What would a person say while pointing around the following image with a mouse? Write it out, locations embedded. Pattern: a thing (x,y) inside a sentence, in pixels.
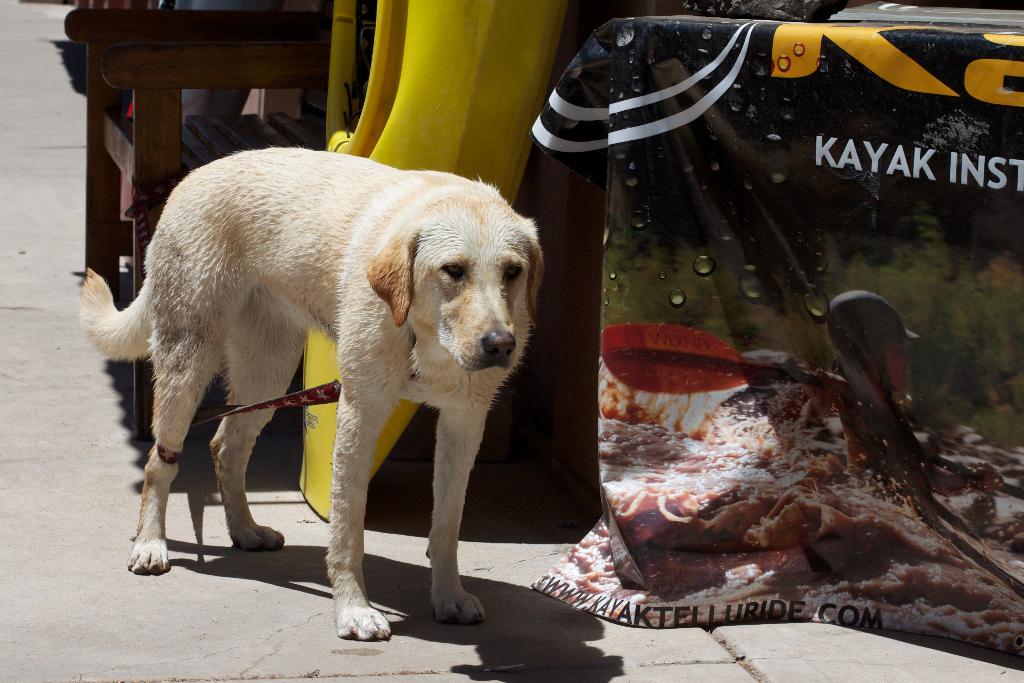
In this image we can see a dog (443,542) standing on the floor (290,471). In the background (243,46) we can see chair (259,66) and an advertisement (718,202).
